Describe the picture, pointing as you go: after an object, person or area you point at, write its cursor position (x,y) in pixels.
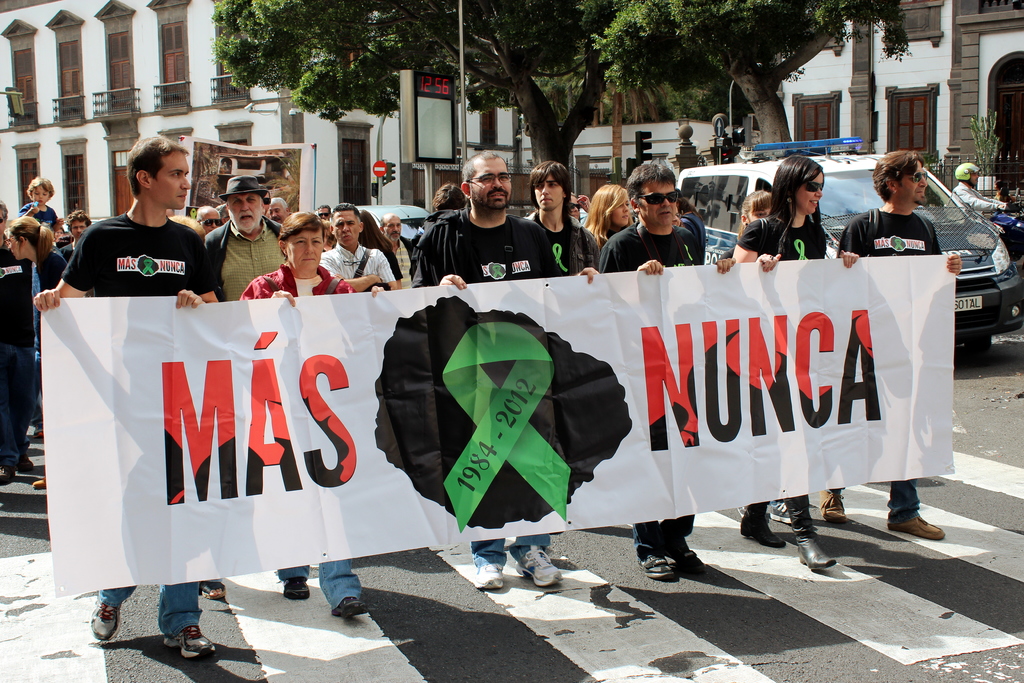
In this image there is a group of persons (565,241) standing and holding a poster (356,401) as we can see in the middle of this image (455,334). The poster (353,397) is in white color. There is a road (430,570) in the bottom of this image (561,634). There are some vehicles (719,236) on the right side of this image (855,180). There are some buildings (317,130) in the background (283,132). There are two trees (605,49) on the right side (751,108) to this image.
